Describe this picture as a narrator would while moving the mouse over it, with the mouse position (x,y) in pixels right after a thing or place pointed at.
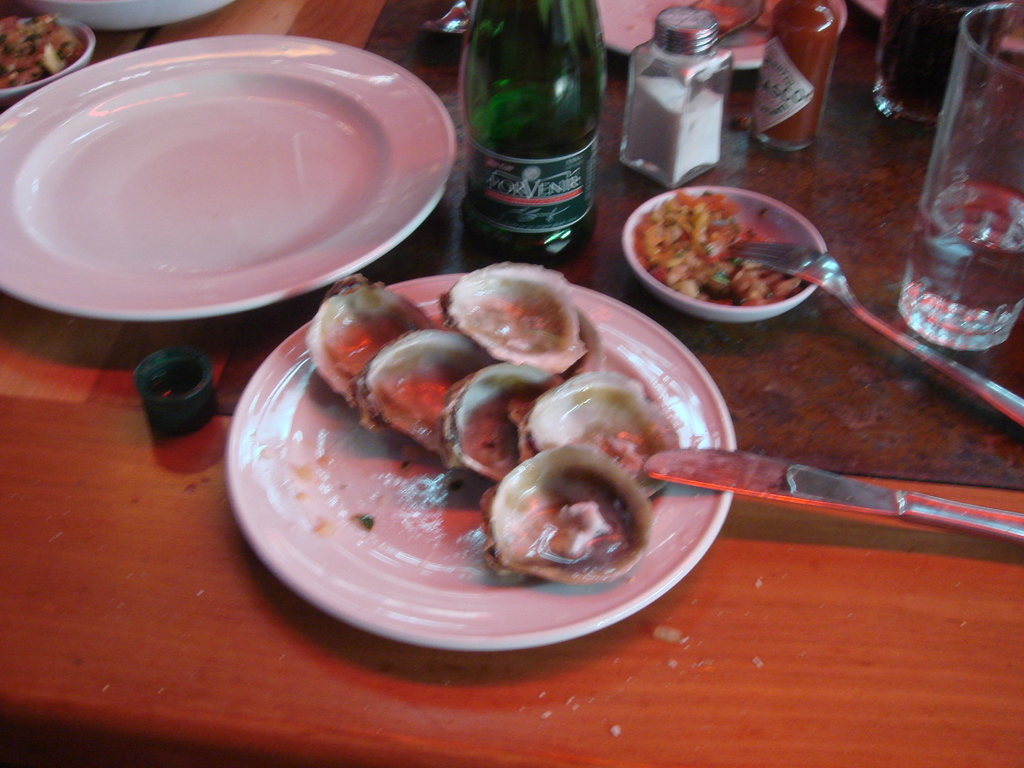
This image looks like it is clicked in a dining hall (255,591). In this image there is a table (102,447), on which plates (371,245), bottles (767,134), salt (670,133), bowls (717,319), knives (769,496) and spoons (846,278) along with glass (958,139) are kept. The table (161,490) is in brown color.
